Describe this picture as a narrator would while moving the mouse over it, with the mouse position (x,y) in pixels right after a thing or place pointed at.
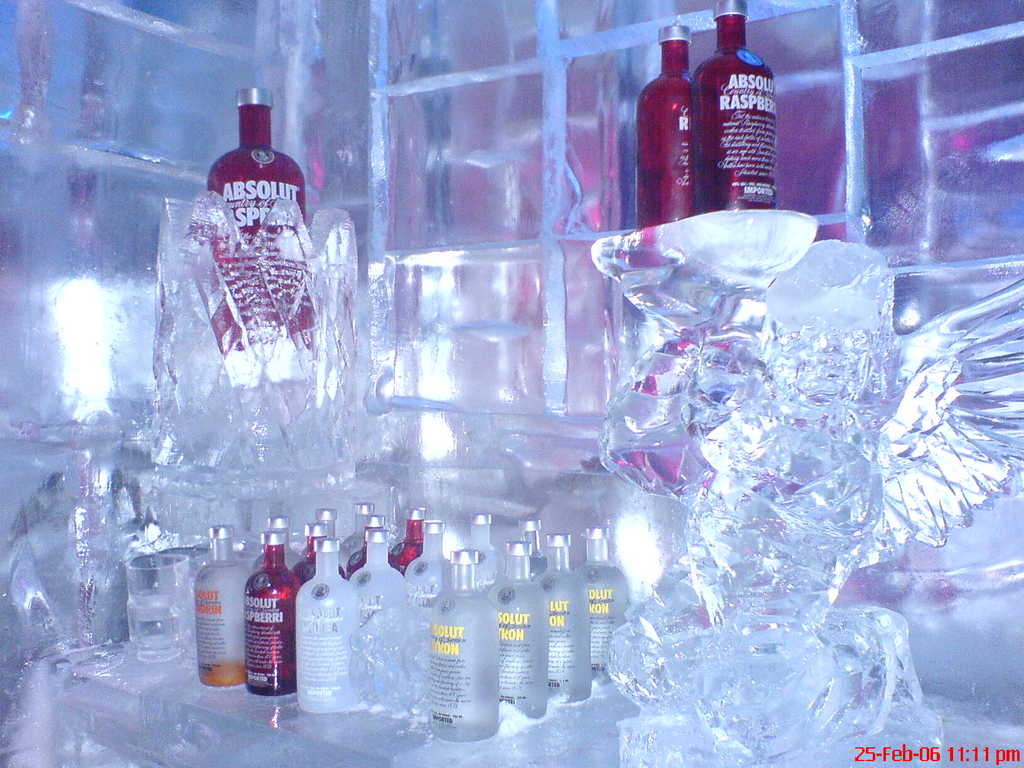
In the picture there are many bottles (567,582) present there is an ice (446,326) present near the bottle (591,582).
